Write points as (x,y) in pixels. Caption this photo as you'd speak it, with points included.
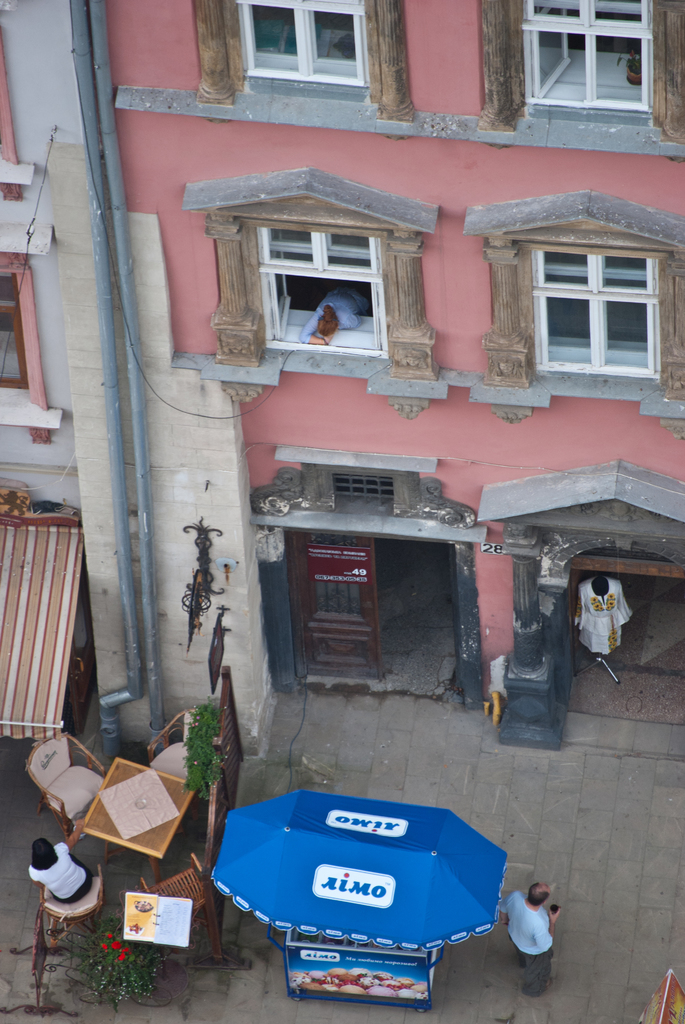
In this image i can see a woman (84,874) sitting on a chair (47,890) in front of a table (112,794), I can see few plants (130,951), a tent (321,842) and a person (518,948) standing on the floor (500,928), I can see the building (448,381), few Windows (352,254) and a person (335,309) bending over the window (343,338).
